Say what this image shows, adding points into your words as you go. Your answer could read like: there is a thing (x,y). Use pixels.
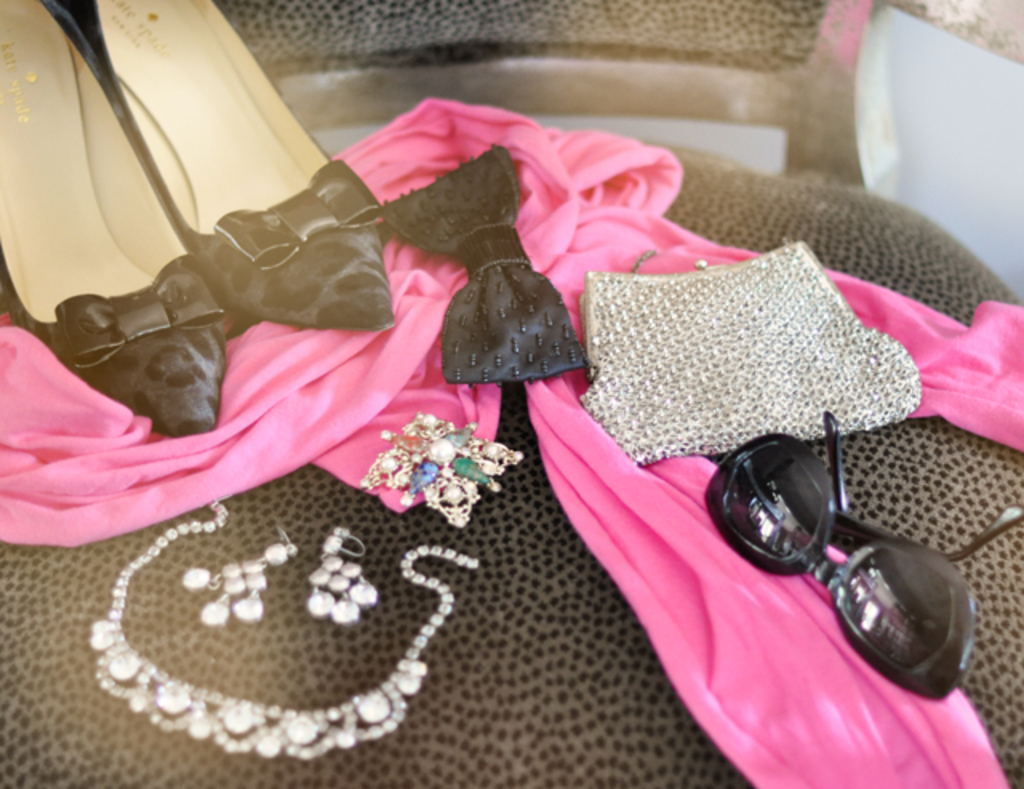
In this image, we can see a chair (459,651) contains footwear (235,206), clothes (577,175), bag (662,346), jewelry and sunglasses (745,501).
